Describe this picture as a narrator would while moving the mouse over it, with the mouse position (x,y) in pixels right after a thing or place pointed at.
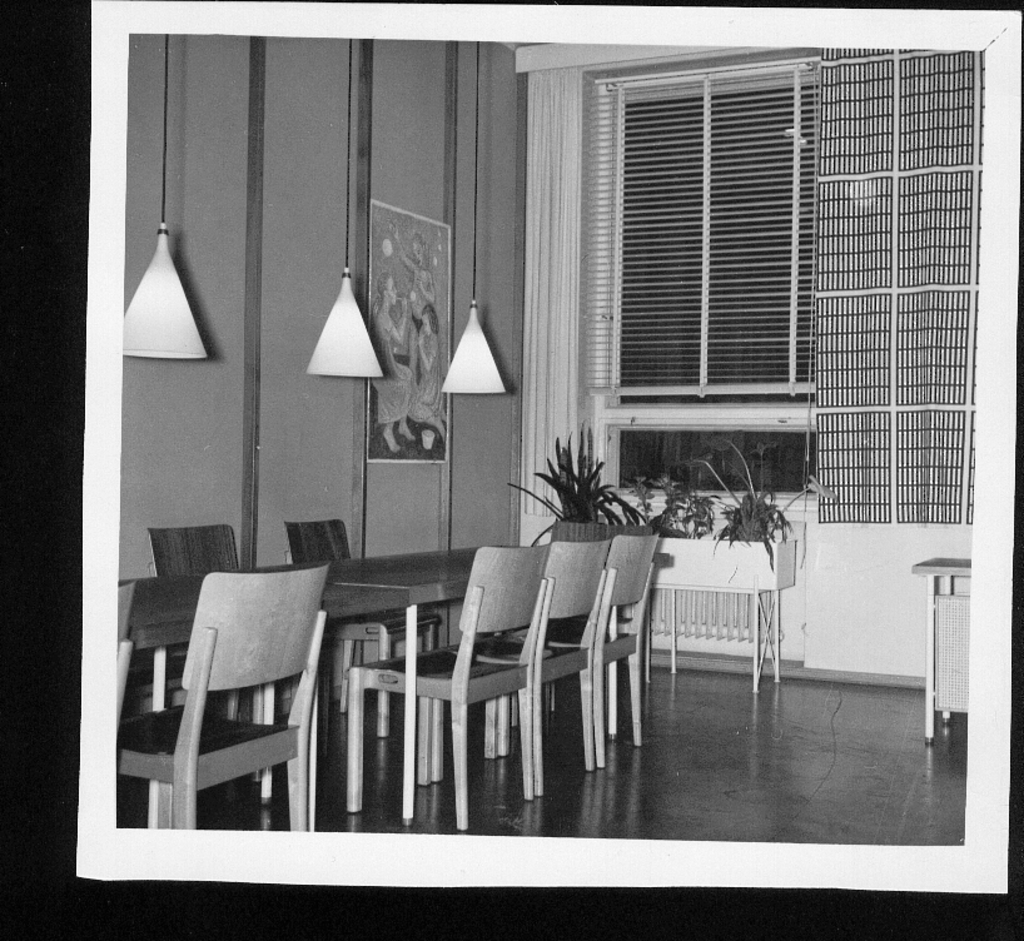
This is a black and white image where we can see chairs (454,726), tables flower pots (753,580), ceiling lights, poster (436,376) on the wall (299,315), curtains (944,266), blinds (602,251) to the glass windows (625,481) in the background (621,167).
